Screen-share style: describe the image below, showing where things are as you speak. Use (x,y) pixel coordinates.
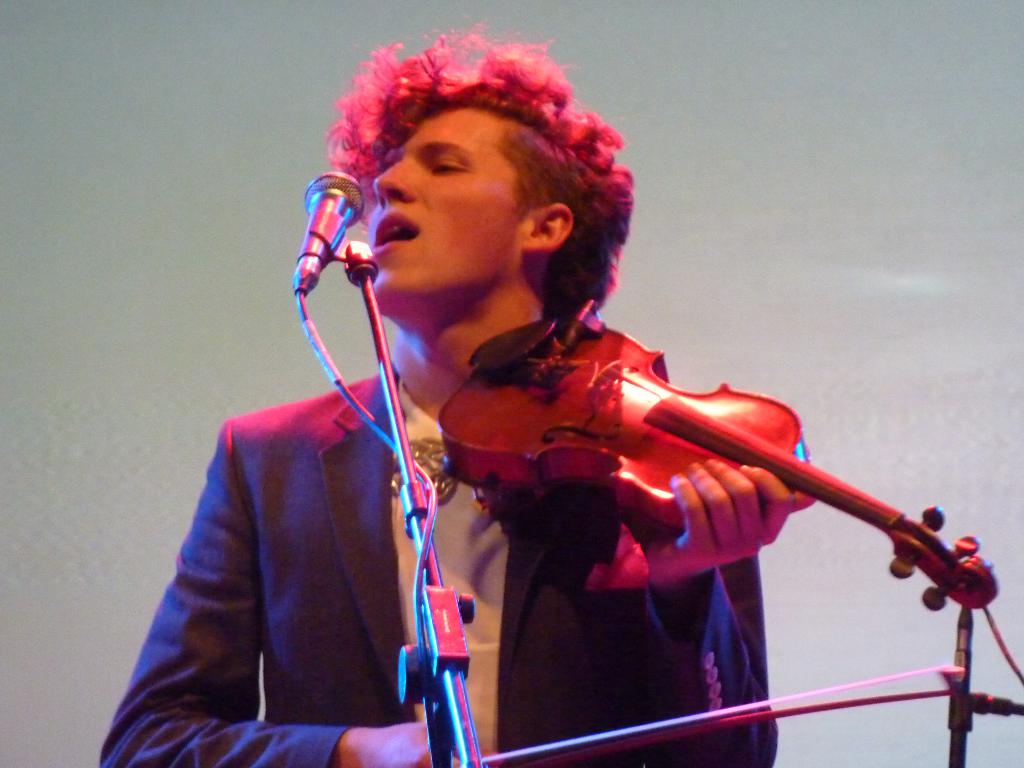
In this image we can see a man (336,750). He is wearing a suit (247,525) and playing violin (706,440). In front of him, stand (343,251) and mic (341,223) is present. The background (903,383) is white in color.
